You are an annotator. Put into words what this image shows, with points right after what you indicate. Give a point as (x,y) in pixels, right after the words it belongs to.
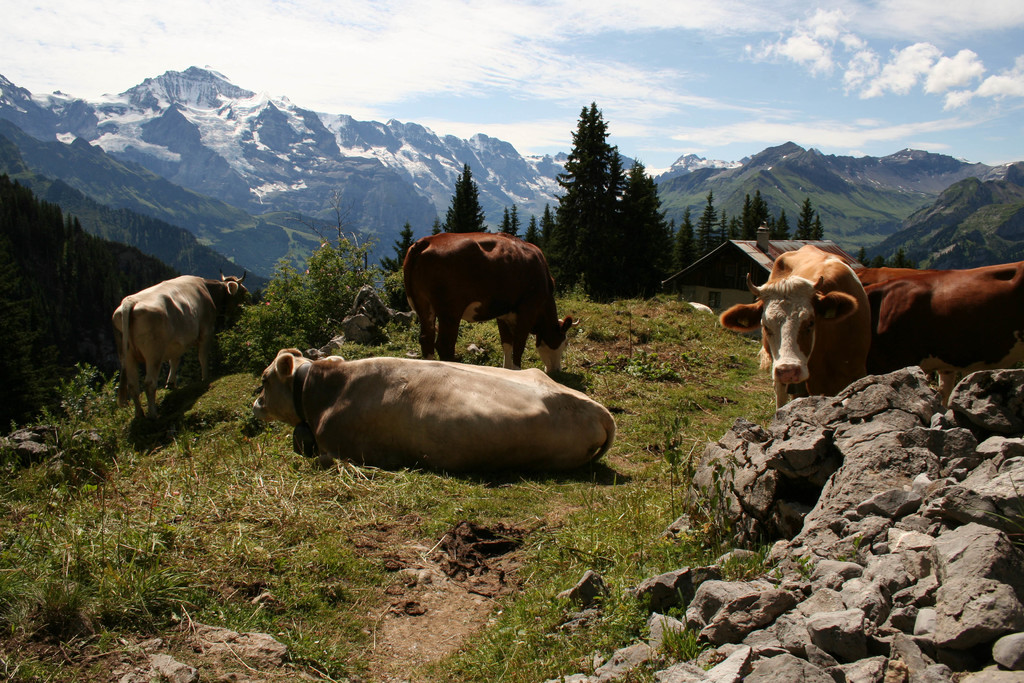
This picture is taken from outside of the city. In this image, on the right side (981,511), we can see some stones (945,481) and two animals (901,307), rocks (948,669), grass (578,357). On the right side (712,271), we can also see a house (712,271). In the middle of the image (523,426), we can see a cow (548,453) sitting on the grass (463,642). In the middle of the image (483,246), we can also see another cow (482,313) standing on the grass (581,370). On the left side (287,285), we can see an animal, trees (110,257), plants (272,295), rocks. In the background (272,176), we can see some trees (613,194), plants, mountains (261,173) which are covered with snow (129,118). At the top (634,34), we can see a sky (731,18) which is a bit cloudy, at the bottom (165,570), we can see a grass (197,437).
